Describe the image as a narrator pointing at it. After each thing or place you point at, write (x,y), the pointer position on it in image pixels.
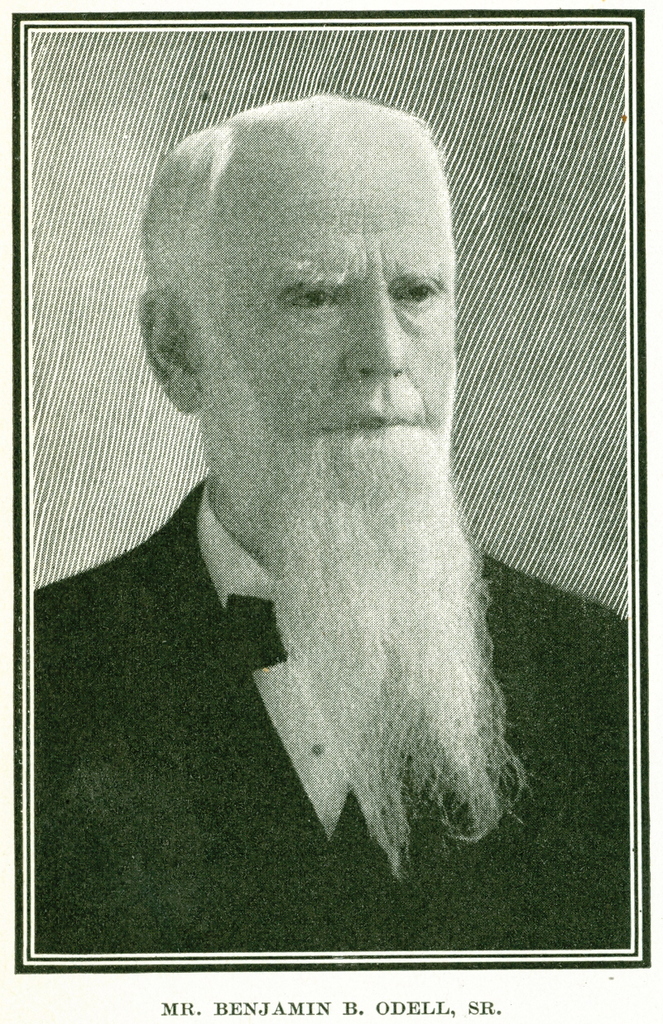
Picture of a person (395,838). Something written on this picture.
